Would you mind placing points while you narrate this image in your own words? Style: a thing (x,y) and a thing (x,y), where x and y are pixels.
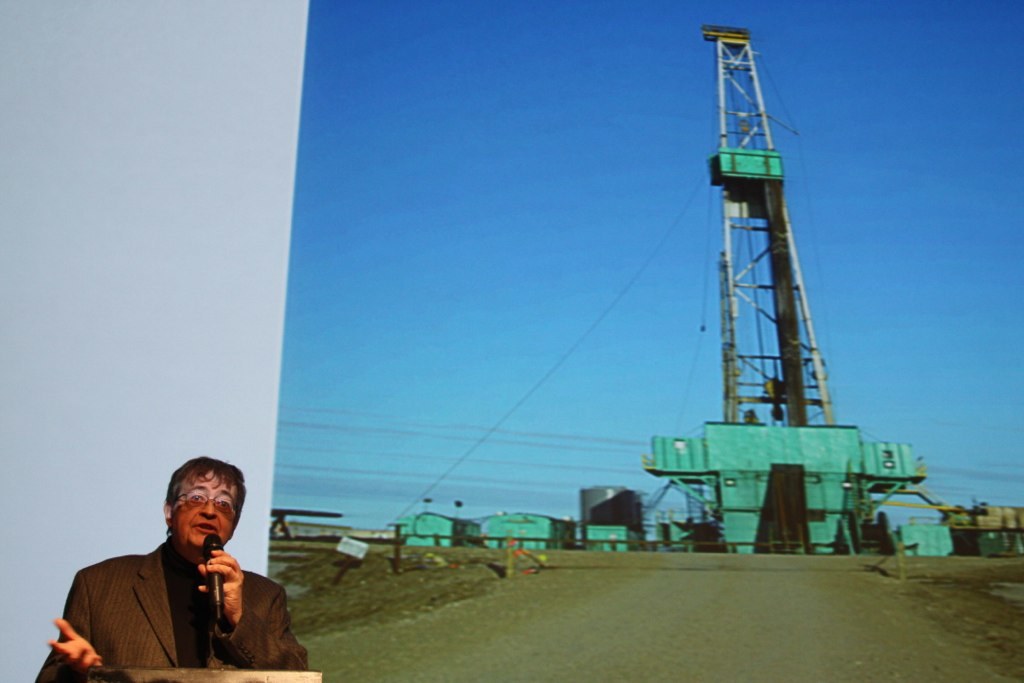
On the left side of the image (151,651) there is a man (145,563) standing and holding a mic (221,579) in the hand (216,557). Behind him there is a screen (784,514). On the screen (734,187) there is an image (838,645) of a machine (734,120) and sky (909,126).
